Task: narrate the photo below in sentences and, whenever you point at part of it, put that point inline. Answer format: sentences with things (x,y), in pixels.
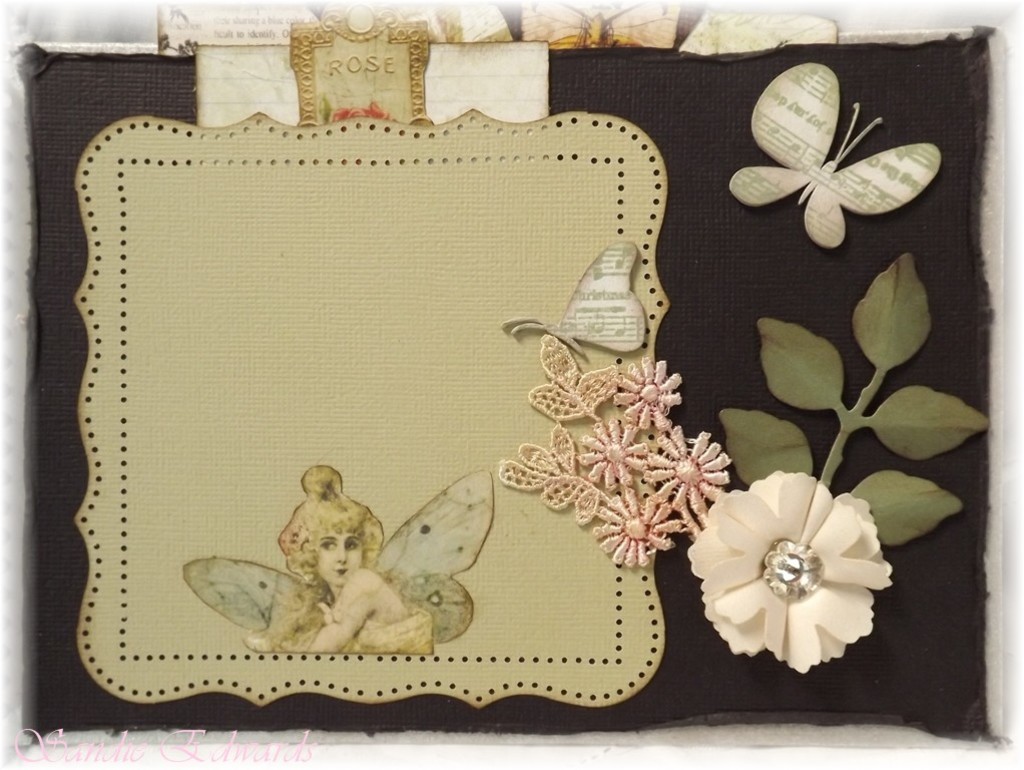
In this image there is a board (82,302), there is a cloth (737,141) on the board (425,420), there are objects (771,326) on the cloth (732,206), there are objects (632,32) truncated towards the top of the image (628,24), there is text (153,739) towards the bottom of the image (118,754).
